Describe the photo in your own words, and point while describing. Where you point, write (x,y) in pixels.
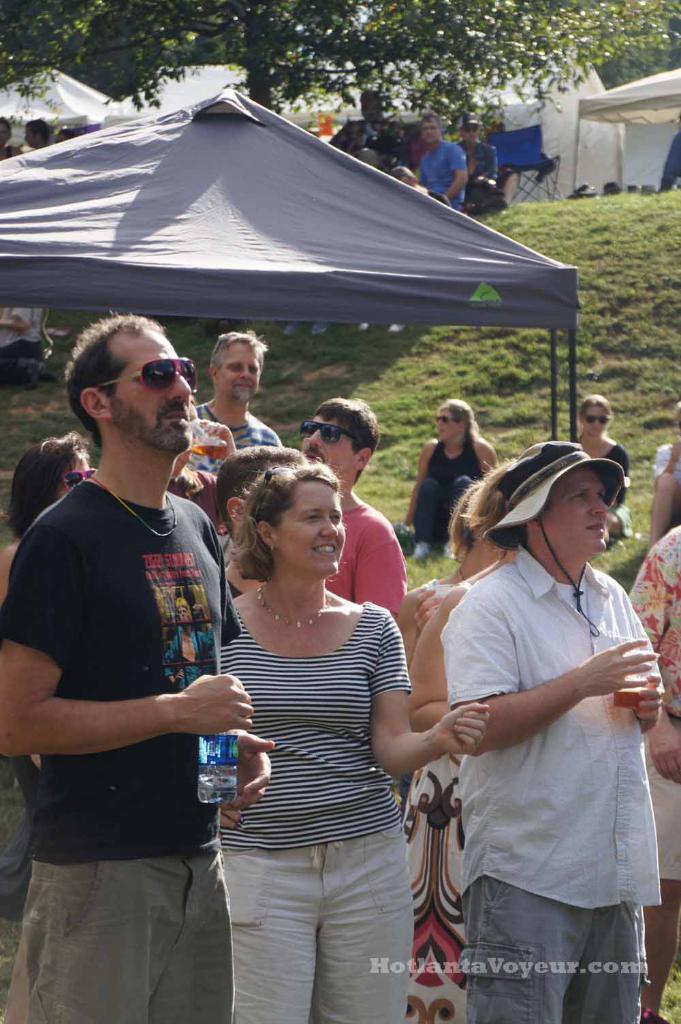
In this picture we can see some people (531,701) standing here, there is a tent (360,288) here, we can see grass (611,320) here, in the background (632,170) there are some tents (595,104), we can see a tree (308,29) at the top of the picture (298,21).
